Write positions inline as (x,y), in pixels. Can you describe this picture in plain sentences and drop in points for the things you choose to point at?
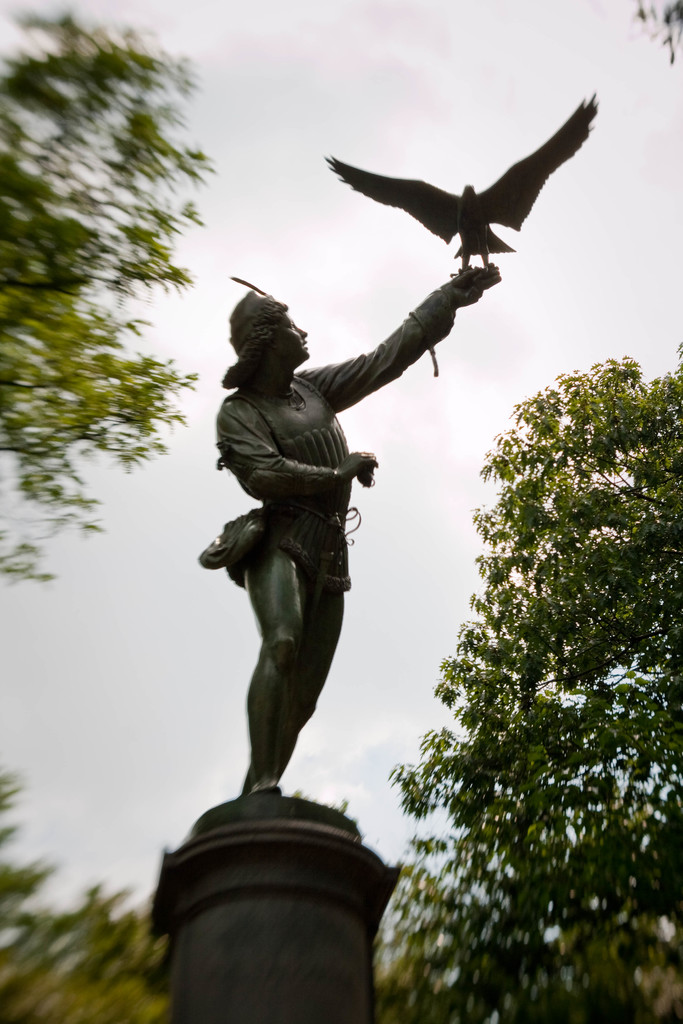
In this picture there is a statue of a person (264,428) standing and holding the bird (537,147). At the back (5,247) there are trees (618,868). At the top (390,129) there is sky (415,122).
